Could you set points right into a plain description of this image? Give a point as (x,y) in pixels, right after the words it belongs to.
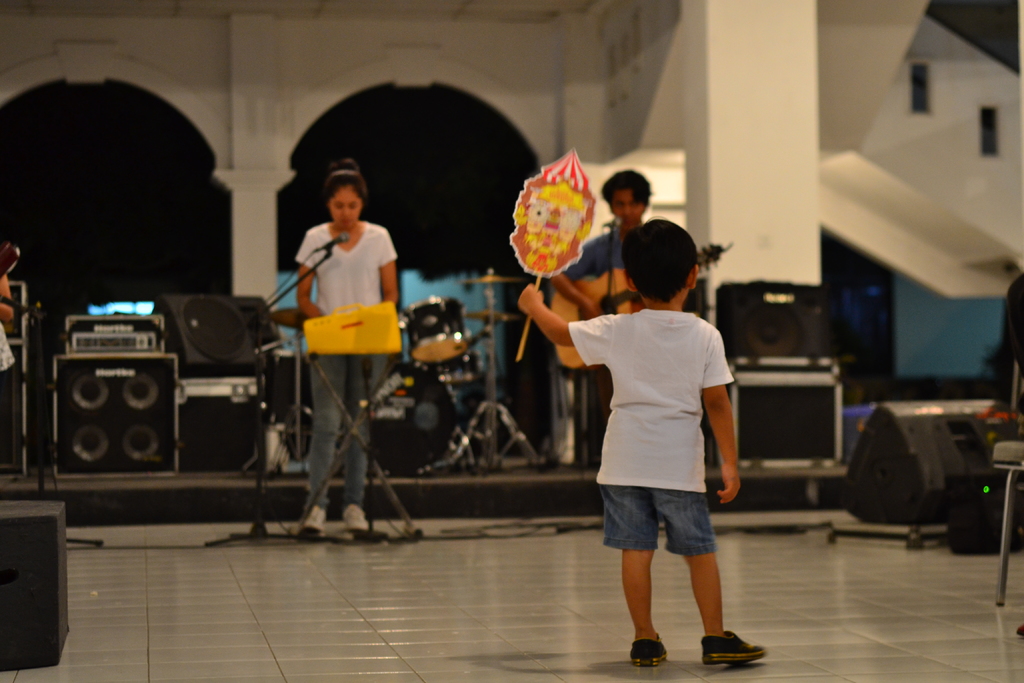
This image is taken indoors. At the bottom of the image (295,593) there is a floor (728,605). In the background (977,202) there is a wall (208,95) and there are a few pillars (766,131) and a staircase (854,100). There are many musical instruments (411,383) and speakers (149,401) on the floor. In the middle of the image (365,238) a girl (341,213) is standing on the floor (267,545) and there is a mic (619,220) and a man (641,215) is standing on the floor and holding a guitar (627,301) in his hands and a kid (615,377) is standing on the floor (723,578).
